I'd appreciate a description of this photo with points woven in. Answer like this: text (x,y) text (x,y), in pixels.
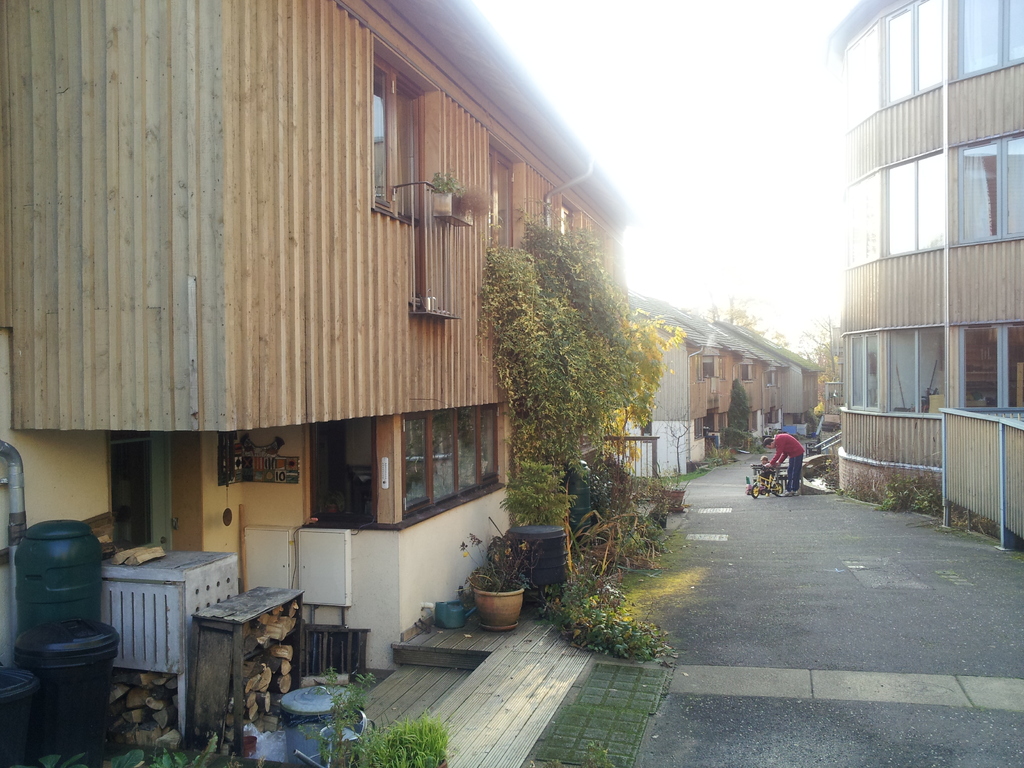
In this picture we can see people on the ground (809,573), here we can see buildings (885,123), trees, plants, houseplant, wooden logs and some objects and we can see sky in the background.
